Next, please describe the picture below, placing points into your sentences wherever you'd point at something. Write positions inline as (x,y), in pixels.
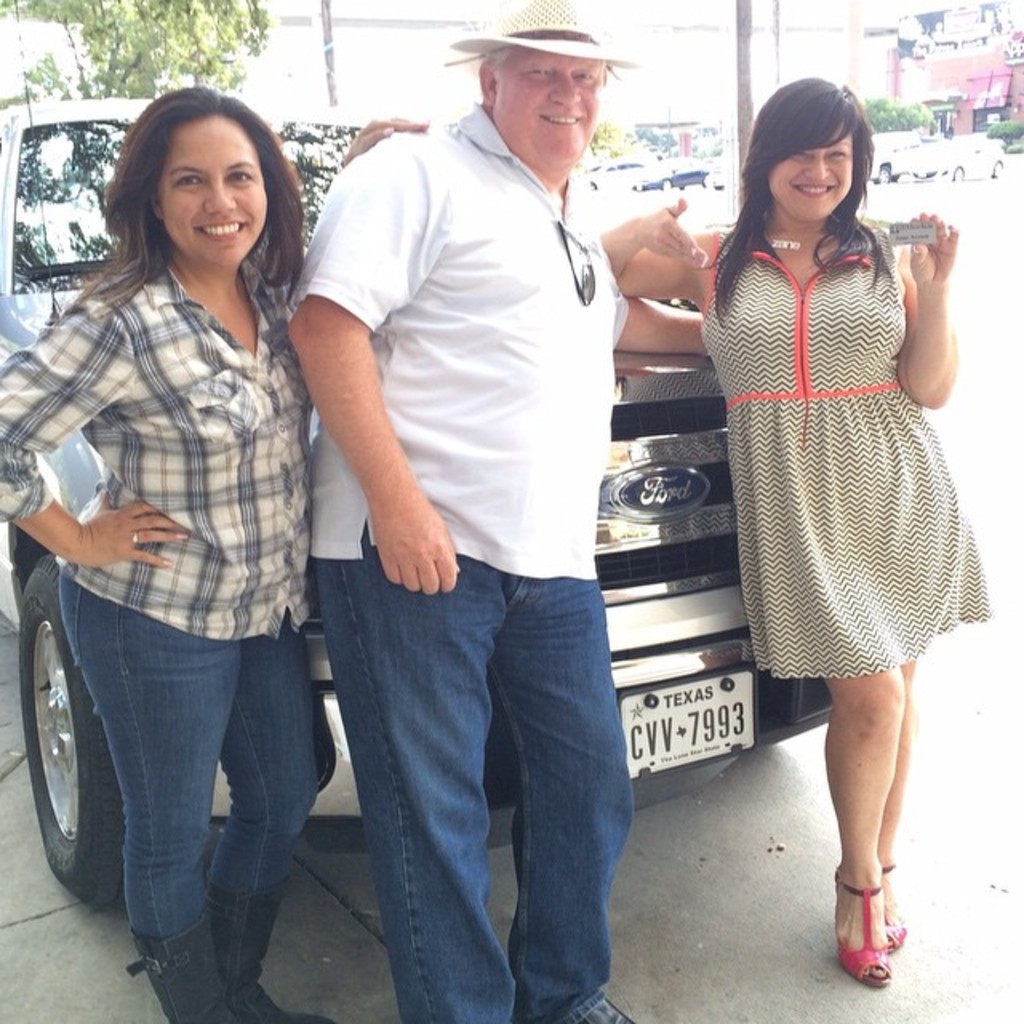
In this image at front (553,232) there is a car (655,651) and three people (600,437) were standing in front of the car (697,465). At the right side (961,79) there is a building (970,80) and in front of the building (953,109) cars (896,166) were parked on the road (949,185). At the back side (177,43) there are trees (139,28).
